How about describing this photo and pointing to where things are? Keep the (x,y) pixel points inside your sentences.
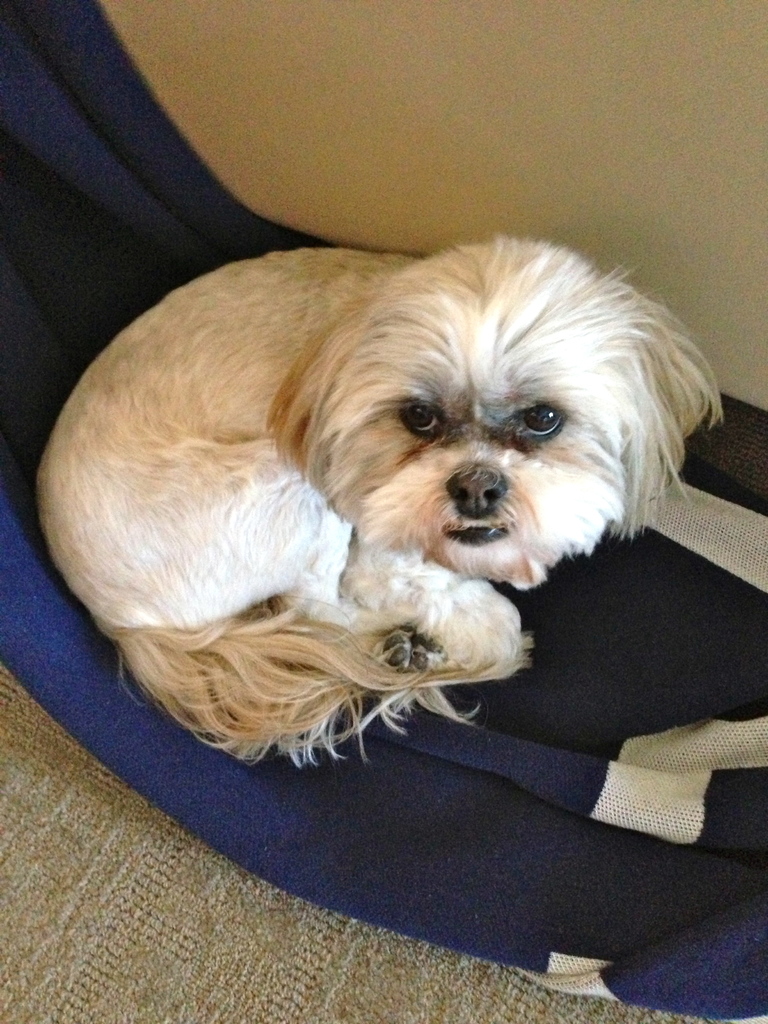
In this picture I can see a dog (292,518). This dog (266,518) is in white color. We can observe blue color mat (508,771) on which this dog (310,634) is sitting. In the background (414,108) I can observe a wall (384,143).
